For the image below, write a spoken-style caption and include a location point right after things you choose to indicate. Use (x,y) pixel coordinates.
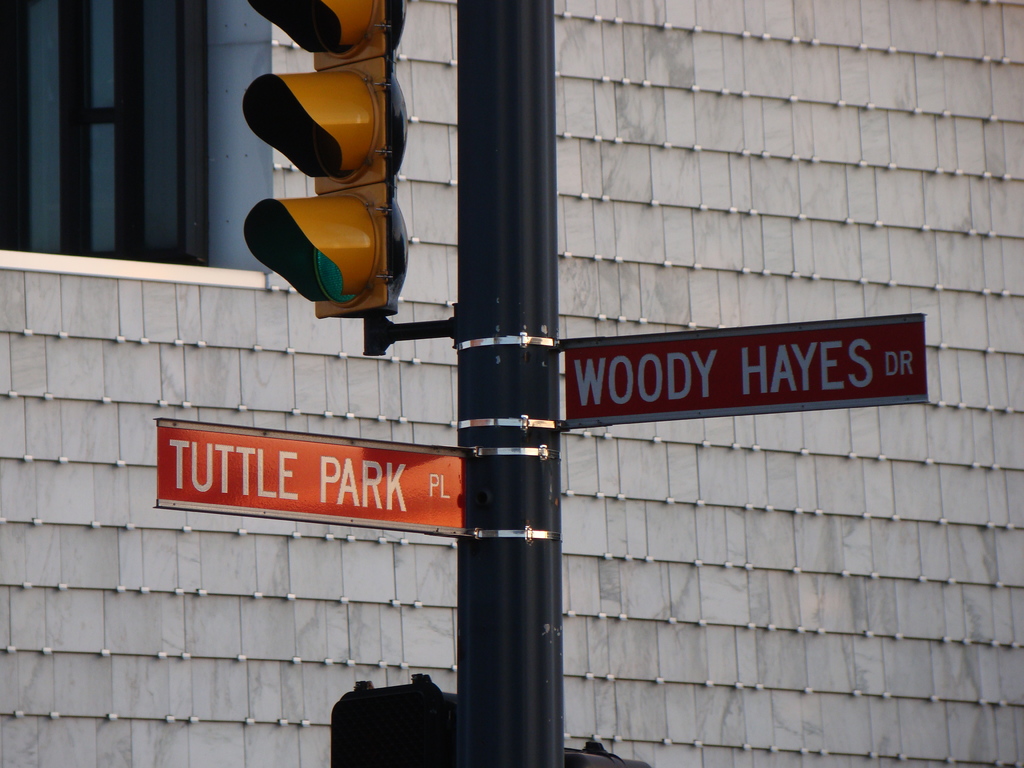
In the image there is a pole (475,289) in the middle (364,497) with name board (599,399) and traffic light (347,290) on it and behind it there is a wall (211,377) with window (157,187) on the left side (107,125).
